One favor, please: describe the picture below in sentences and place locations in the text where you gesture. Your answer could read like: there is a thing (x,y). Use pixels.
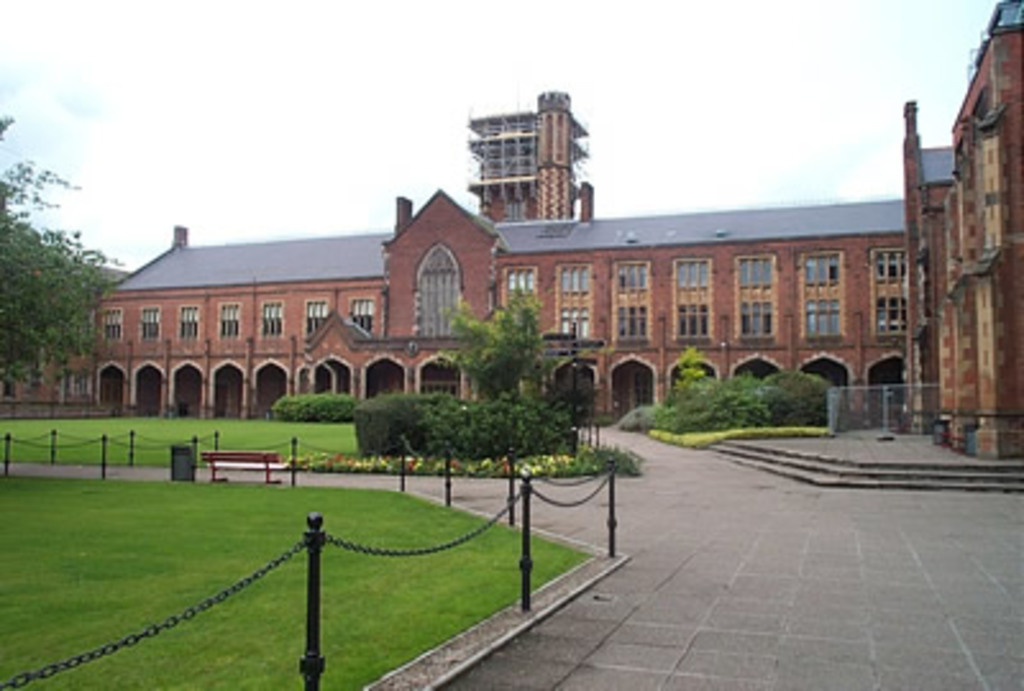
In this picture I can see buildings (680,249), trees (86,291) and I can see plants (680,402), a bench (238,454) and I can see grass (98,564) on the ground (250,603) and a cloudy sky (361,173).
